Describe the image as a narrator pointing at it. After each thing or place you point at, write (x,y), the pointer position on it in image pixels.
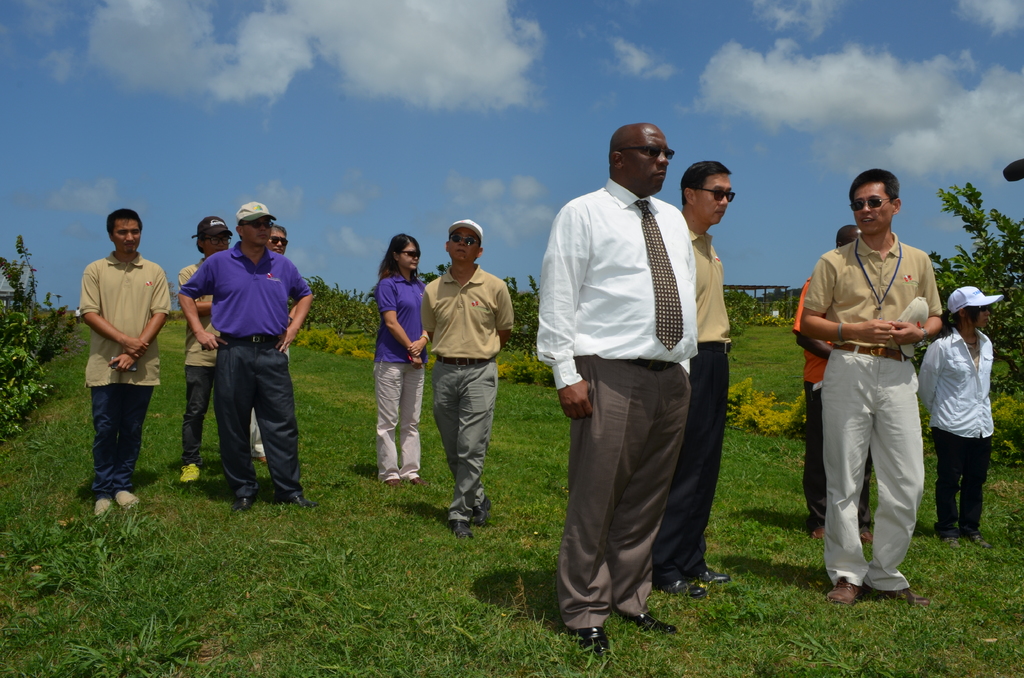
In this image I can see the group of people (461,438) are standing on the grass (308,568). I can see few people (280,271) are wearing the caps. In the background (518,348) I can see the plants (518,348), sheds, clouds (339,242) and the sky (334,183).
